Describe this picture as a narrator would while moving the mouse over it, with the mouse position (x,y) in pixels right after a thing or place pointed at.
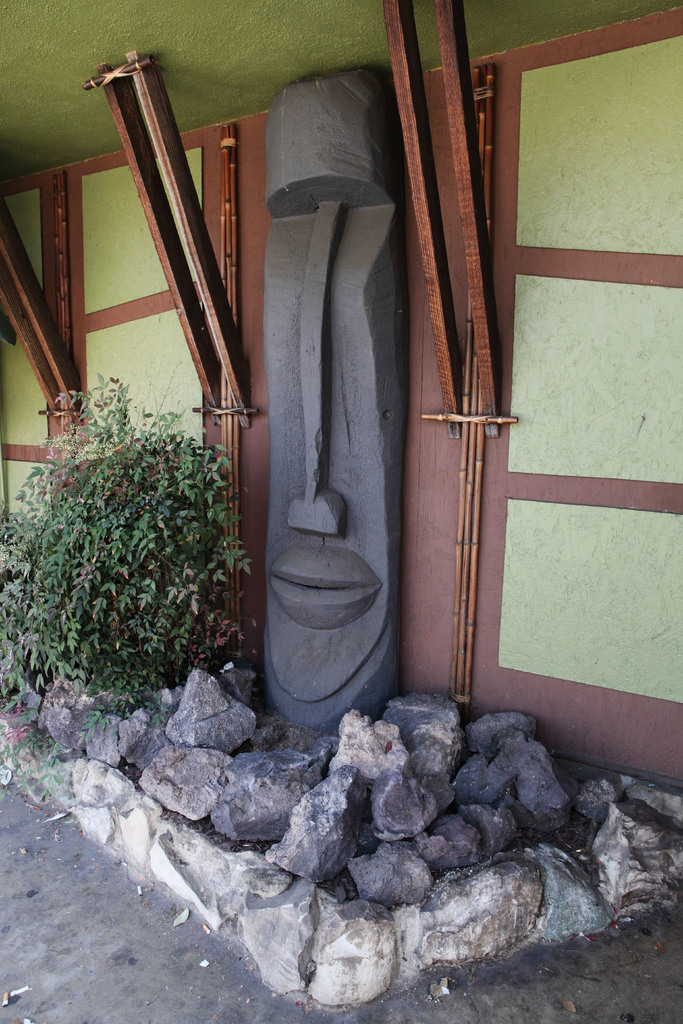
In the center of the image (451,535) there is a wall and we can see a sculpture (315,407) on the wall (409,531). At the bottom (325,822) there are rocks (274,766) and a plant (96,580).
